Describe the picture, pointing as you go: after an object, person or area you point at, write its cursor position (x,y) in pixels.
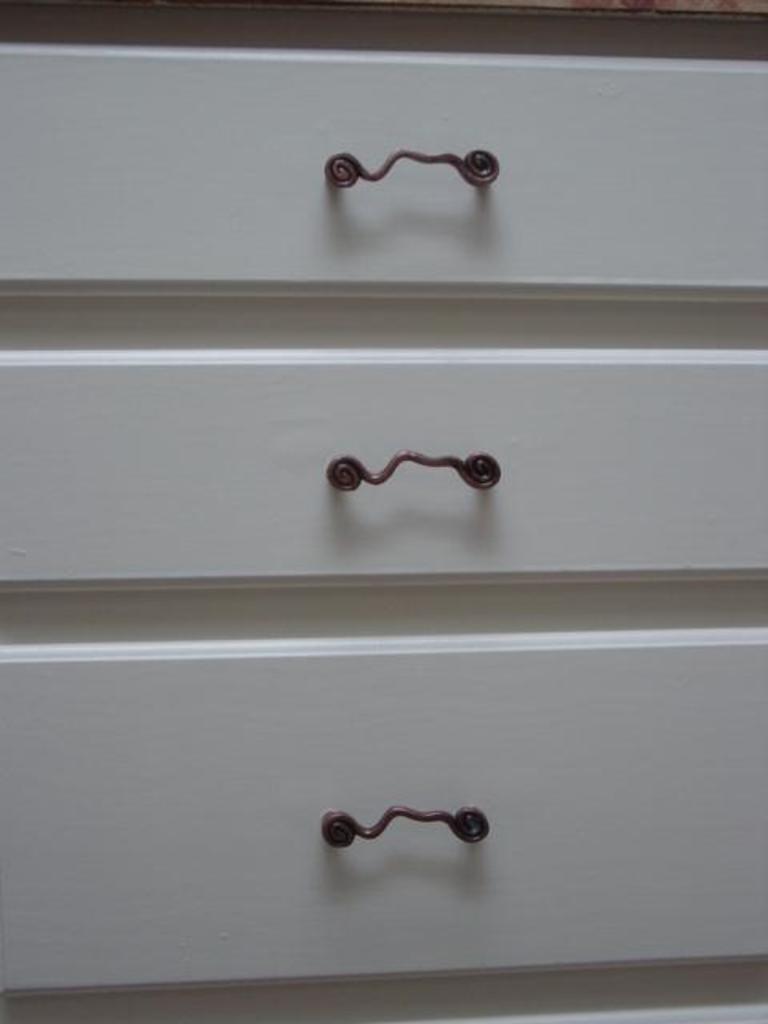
In this picture there is a desk (414,74).
